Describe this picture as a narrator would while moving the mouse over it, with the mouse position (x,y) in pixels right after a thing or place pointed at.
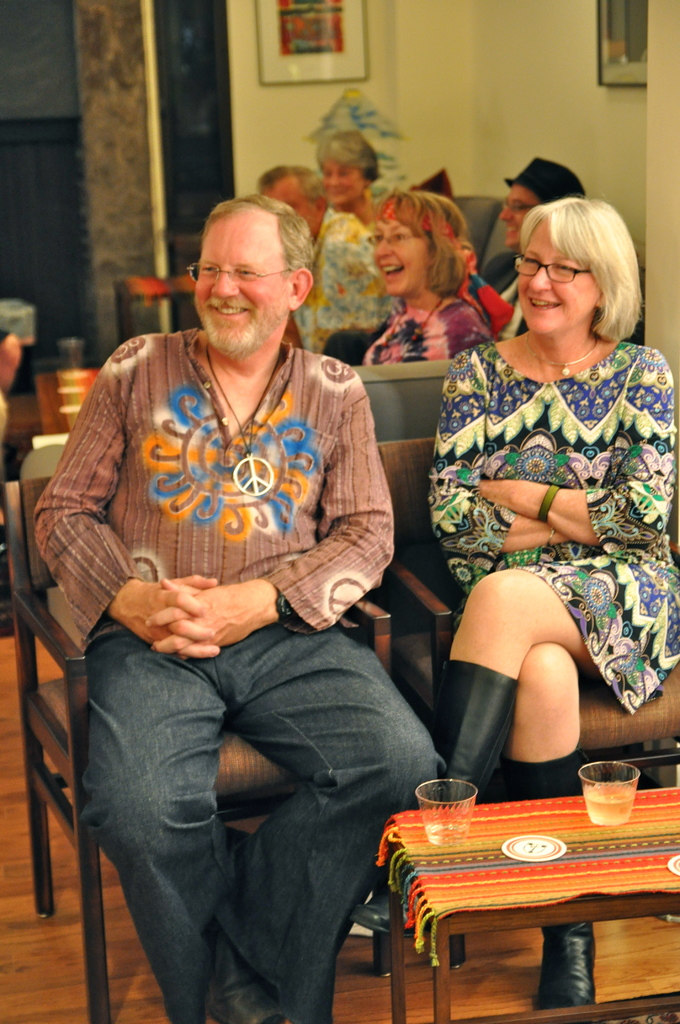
This picture shows a group of people (297,262) seated on the chairs (296,787) and we see two cups (586,768) on the table (647,996).
